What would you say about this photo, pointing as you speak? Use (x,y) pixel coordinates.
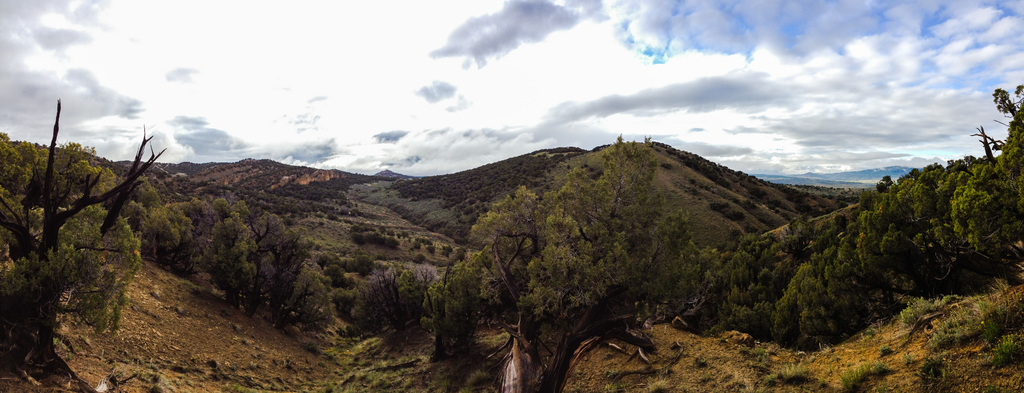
In this image I can see many trees (502,281), mountains (453,215), clouds (488,102) and the blue sky (653,51).
